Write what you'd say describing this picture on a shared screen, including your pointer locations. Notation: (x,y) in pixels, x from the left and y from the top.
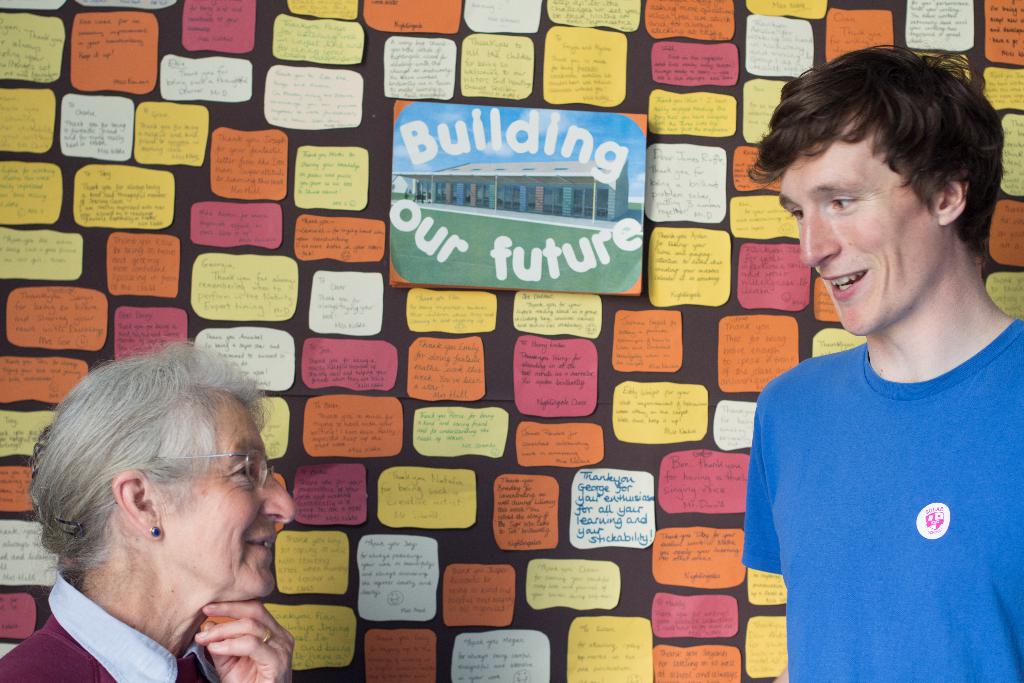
In the foreground of this picture (153,624), there is a woman (156,606) and a man (757,563) standing on both the sides of the bottom corner side of the image. In the background (356,490), there are many papers (525,69) pasted on the black color wall like structure (496,366).
